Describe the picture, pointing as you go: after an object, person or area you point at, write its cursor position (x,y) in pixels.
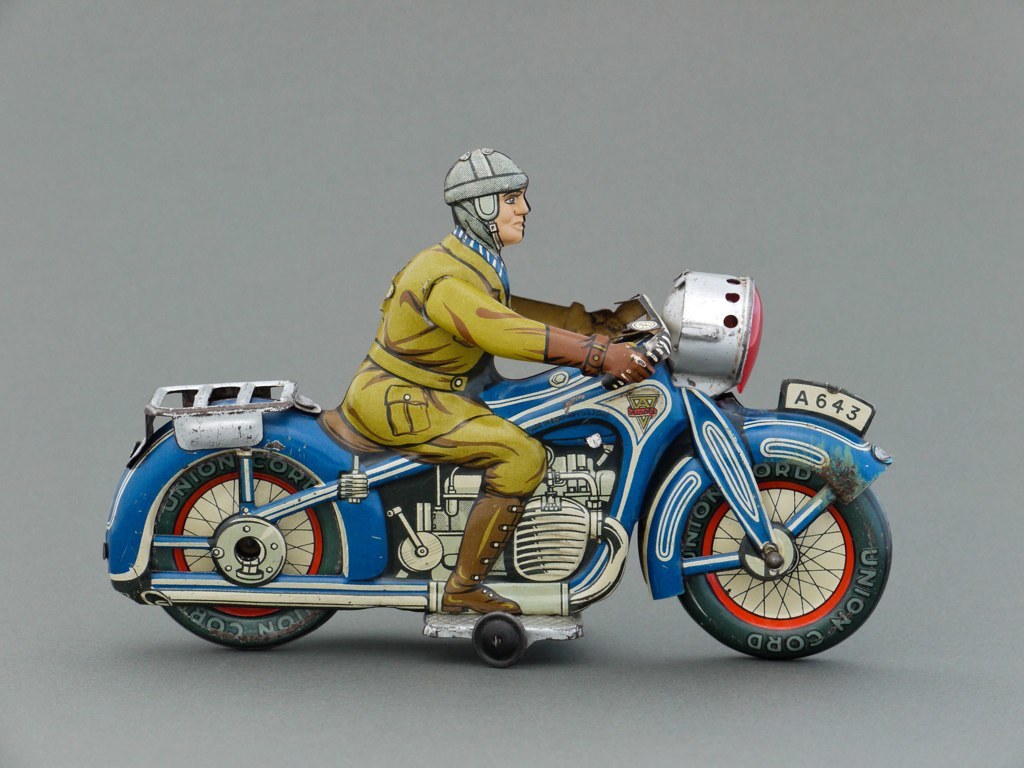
In this picture we can see a toy of a bike (706,604) on the surface (627,624) with a man (480,182) sitting on it.
